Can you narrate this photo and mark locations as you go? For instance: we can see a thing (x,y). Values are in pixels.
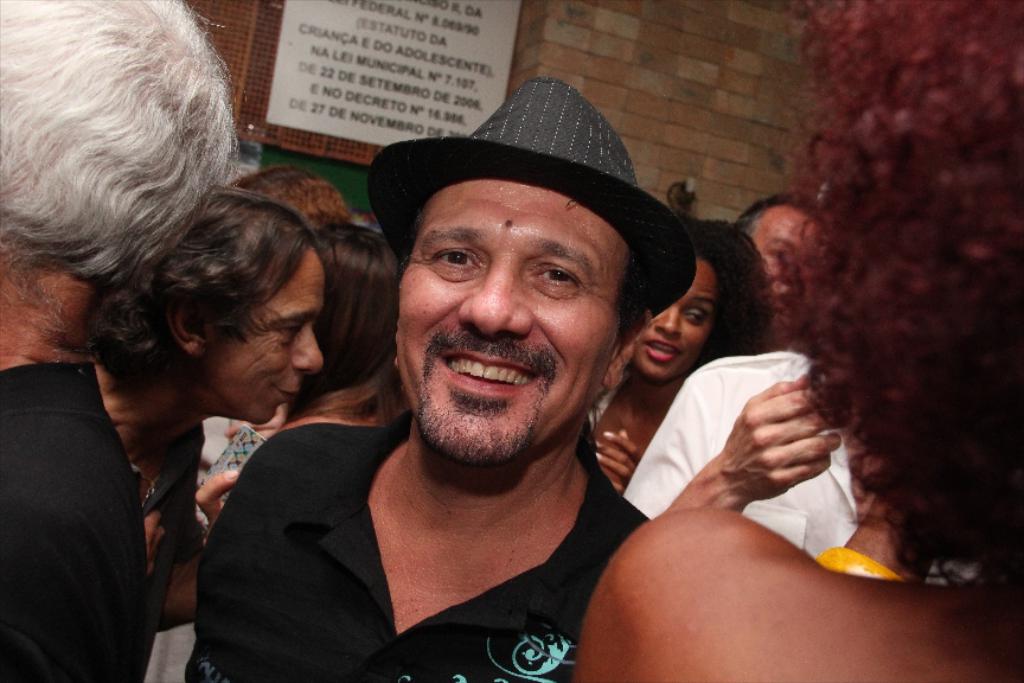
There is a group of persons (443,493) standing as we can see in the middle of this image (612,365). The person (462,503) standing in the middle (533,302) is wearing a black color t shirt (346,518) and a hat (536,146). There is a wall (741,122) in the background (702,92). There is one frame (338,79) attached to the wall (516,72) as we can see at the top of this image (391,64).
